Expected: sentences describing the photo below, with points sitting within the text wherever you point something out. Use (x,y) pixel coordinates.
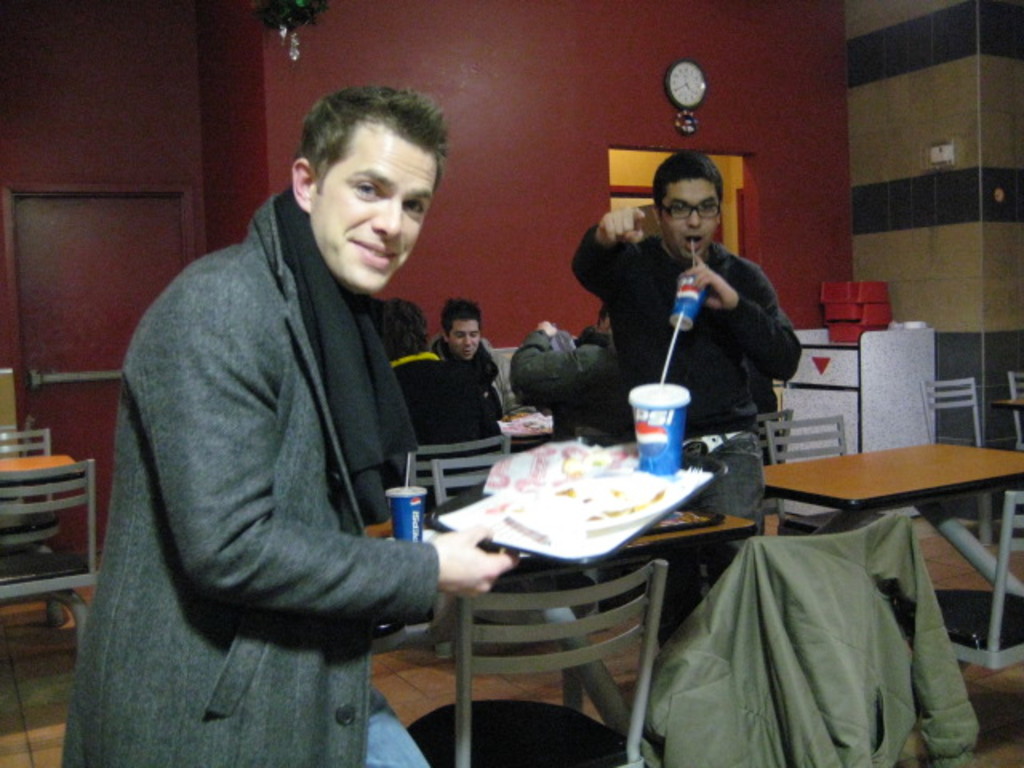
In this image there is a man (384,394) who is holding the plate (541,539) in his hand (440,560) and posing for the picture. In the background (587,265) there is another man (640,286) who is drinking the cool drink (696,302) and also there are few people (439,383) around the table (546,424). At the top (561,94) there is clock (685,80), door (74,281) and wall (323,56).
